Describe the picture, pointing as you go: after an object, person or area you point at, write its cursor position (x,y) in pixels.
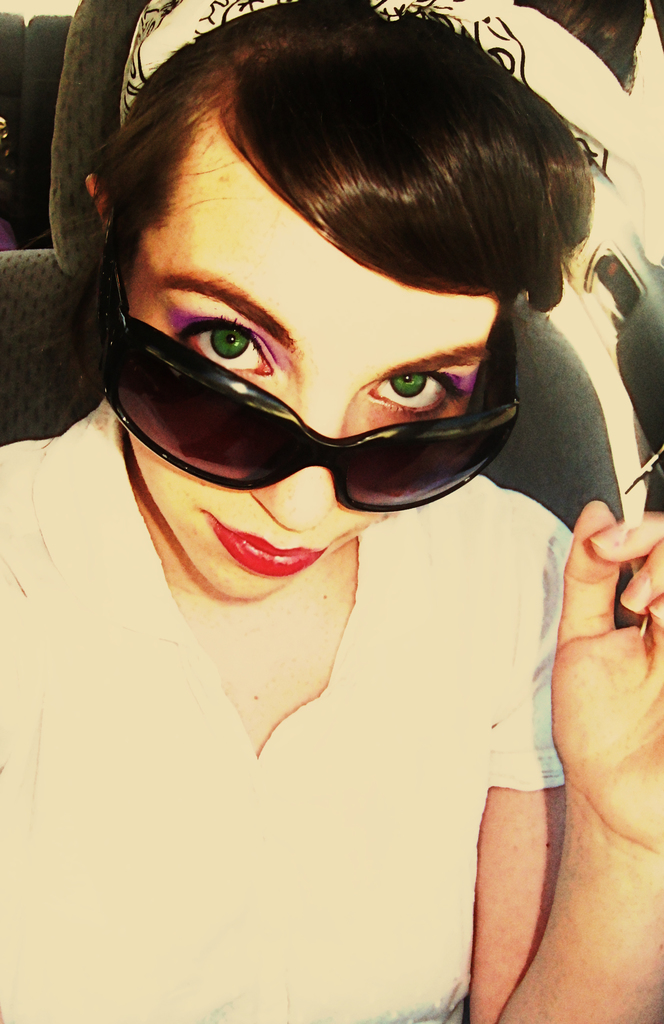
In this image, we can see a lady (250,498) wearing spectacles (311,440) is sitting. We can also see a black colored object (645,379) on the right (644,396).
